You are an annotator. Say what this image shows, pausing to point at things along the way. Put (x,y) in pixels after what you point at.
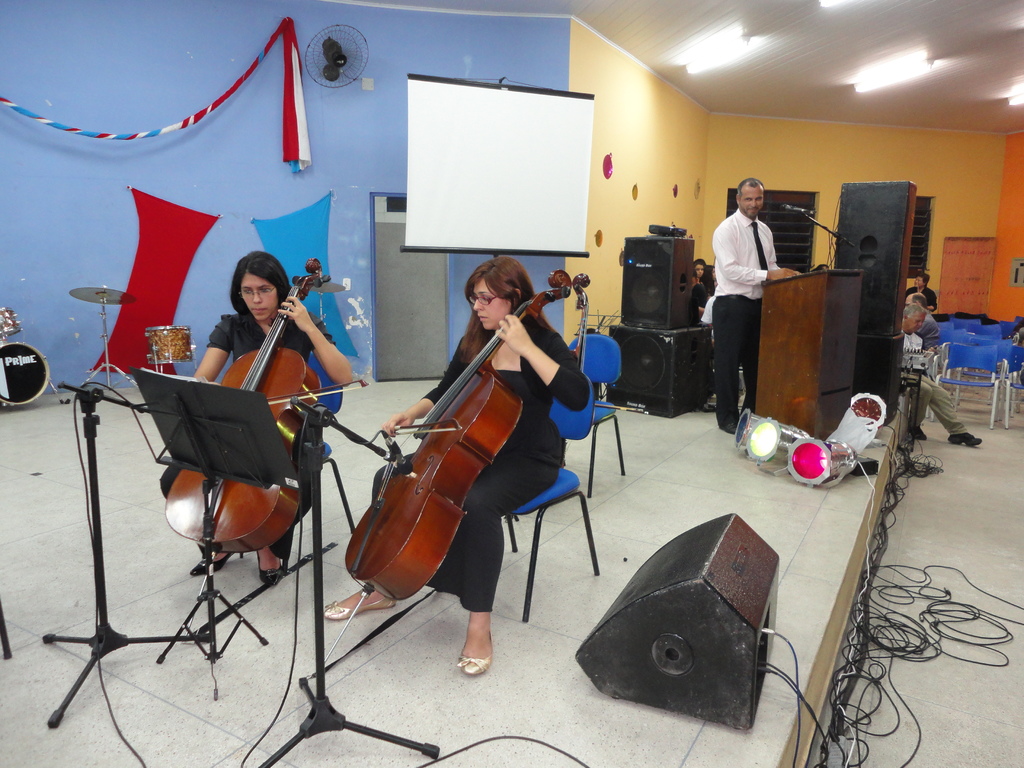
In the middle of the image (389,502) a woman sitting and playing cello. Right side of the image (730,320) a person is standing behind the podium (811,385). Top right side of the image (958,12) there is a roof (745,103) and lights (883,85). Left side of the image (249,296) there is a woman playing cello (319,282). Top left side of the image (328,108) there is a wall (362,184), On the wall (380,54) there is a fan (367,49). In the middle of the image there is a banner (462,116).
